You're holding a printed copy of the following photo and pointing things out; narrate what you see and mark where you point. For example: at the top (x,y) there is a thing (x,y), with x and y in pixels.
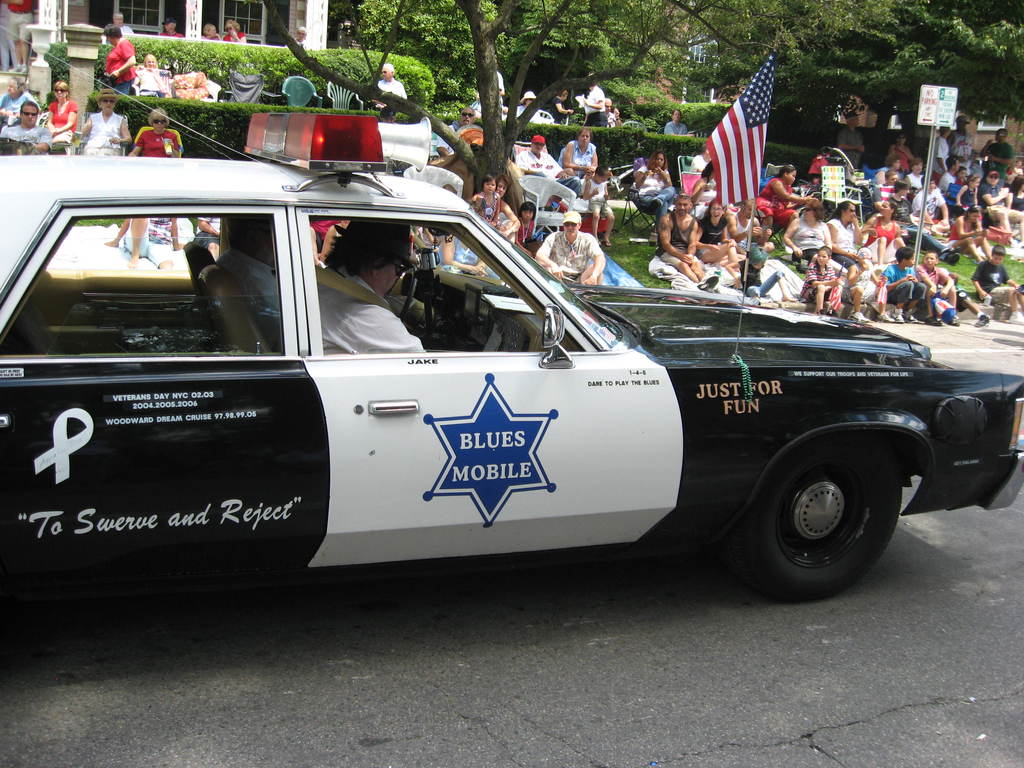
In this image I can see a group of people (767,229) are sitting on the ground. I can also see there is a car (278,436) on the road (431,594).
